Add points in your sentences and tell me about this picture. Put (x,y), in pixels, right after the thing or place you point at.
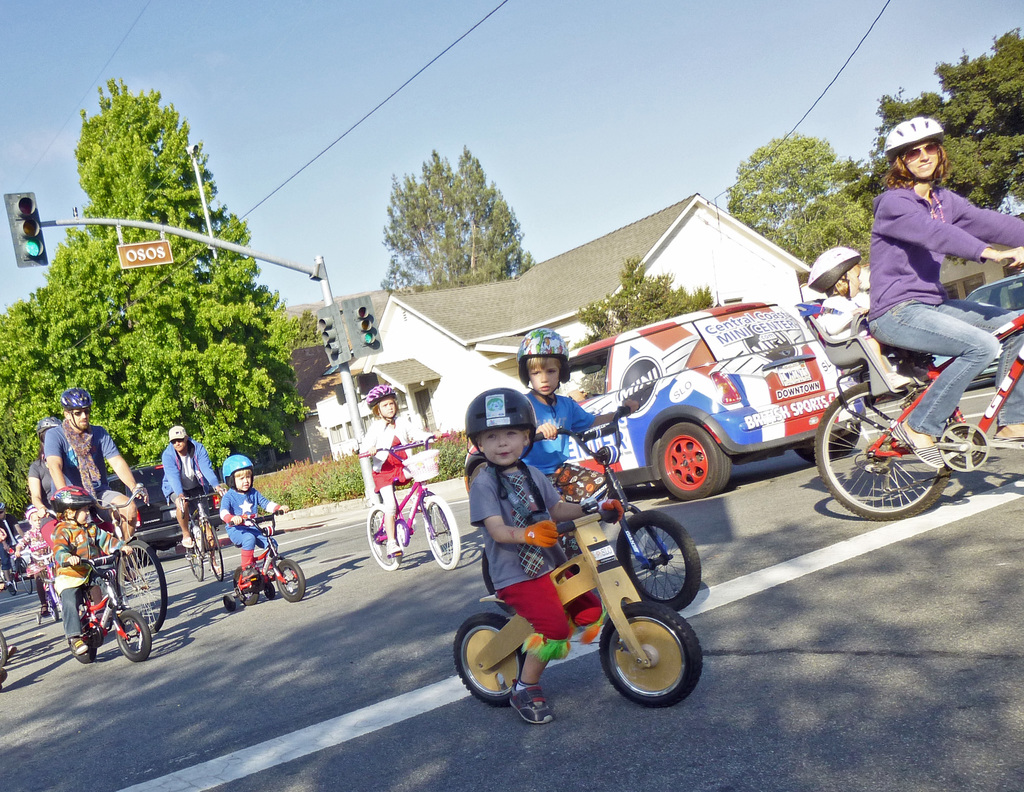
As we can see in the image there are few people (252,500) riding bicycles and wearing helmets (230,463). There is grass (309,465), car (651,424), house (307,436), traffic signal (23,247) and trees (802,168). On the top (539,109) there is sky (473,68).
